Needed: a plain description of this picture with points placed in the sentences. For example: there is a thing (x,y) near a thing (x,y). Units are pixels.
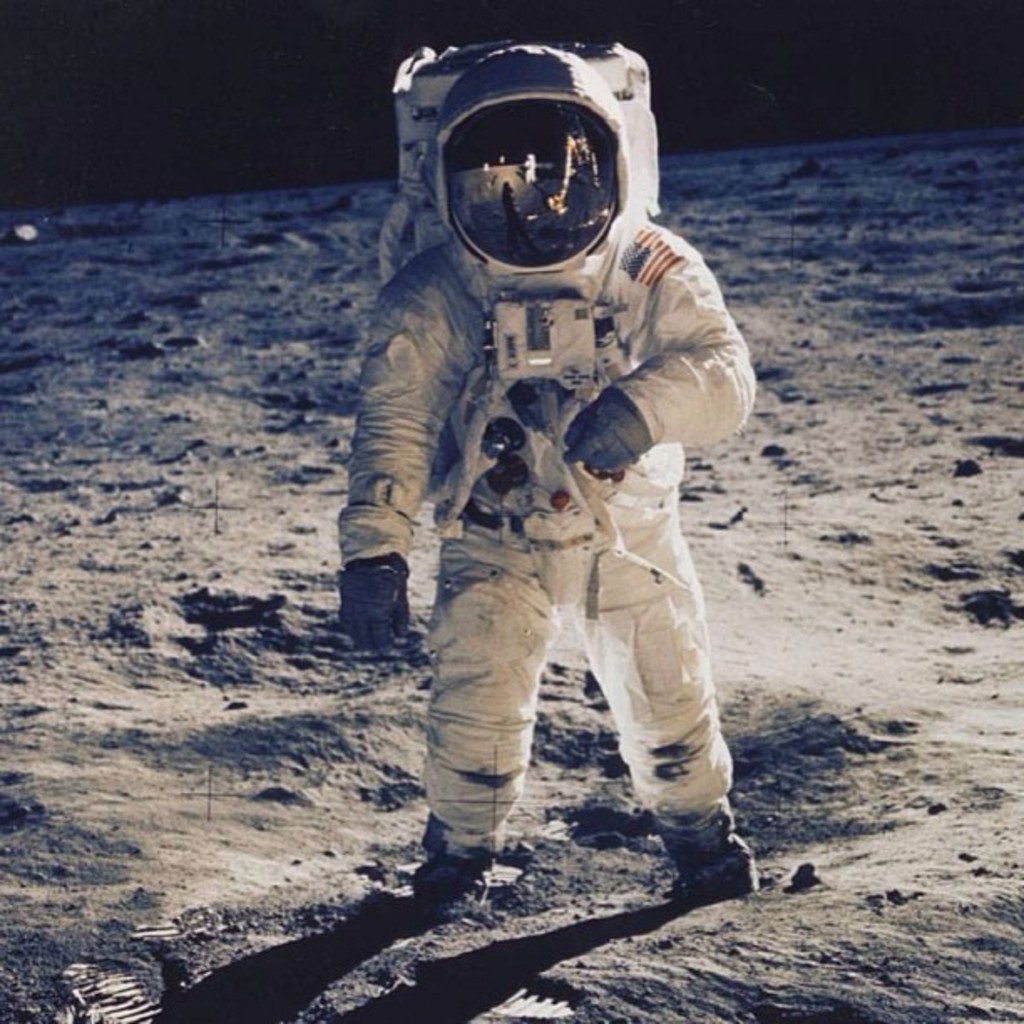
An astronaut (663,481) is in the middle of an image (649,565), this person (633,533) wore white color dress (583,501).
